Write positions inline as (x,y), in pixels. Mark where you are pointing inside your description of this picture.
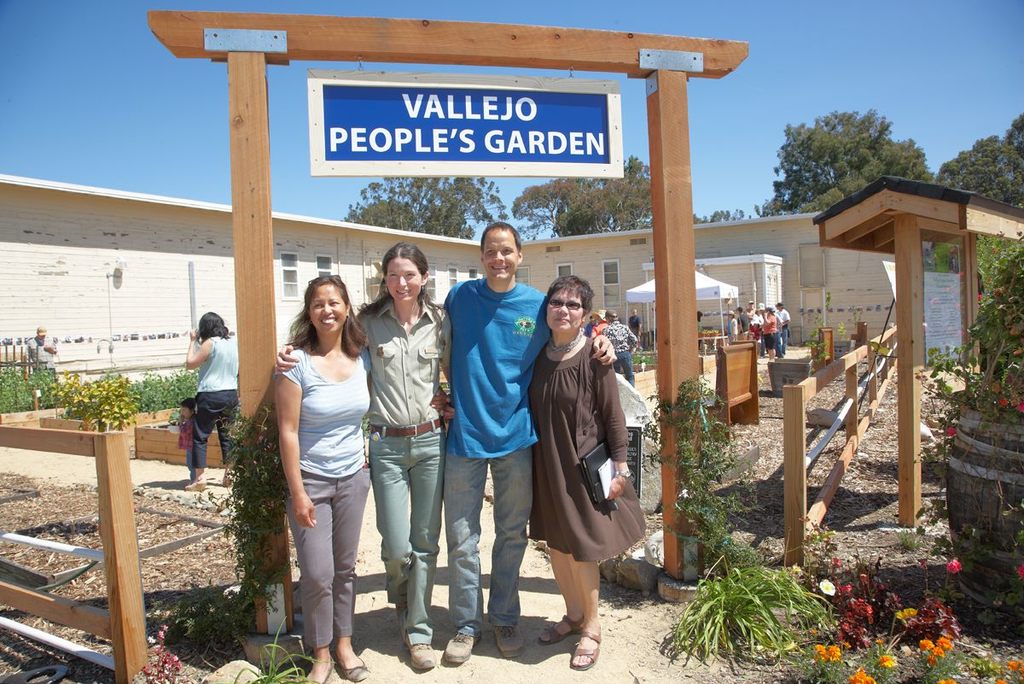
This image is taken outdoors. At the bottom of the image (530,652) there is a ground (636,658) with grass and a few plants (818,641) with flowers (859,619). At the top of the image (102,102) there is a sky (707,84). In the middle of the image (524,292) a man (473,391) and three women (579,414) are standing on the ground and there is a board (485,96) with a text (535,144) on it and there is an arch (654,110). In the background (480,211) there are a few trees (792,205) and there is a building (167,295). A few people (39,340) are walking on the floor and there are many plants (146,384). There is a stall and a few people (625,342) are standing on the ground (798,346). On the right side of the image (1008,312) there is a plant (985,316) in the pot (986,477).
